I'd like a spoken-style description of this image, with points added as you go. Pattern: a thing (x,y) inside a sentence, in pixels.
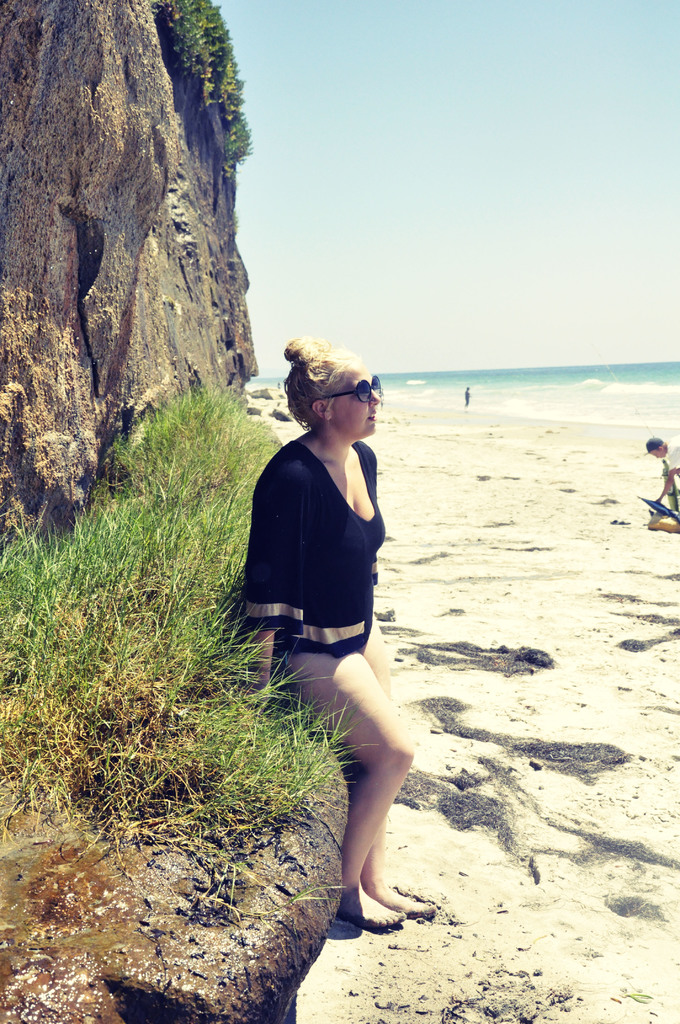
In the center of the image (316,600) we can see a lady (382,701) sitting. On the left (166,225) there is a rock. There is grass (246,732). In the background (547,249) there are people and sky (472,244). At the bottom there is sand (492,507). On the right (641,402) there is water (606,390).
